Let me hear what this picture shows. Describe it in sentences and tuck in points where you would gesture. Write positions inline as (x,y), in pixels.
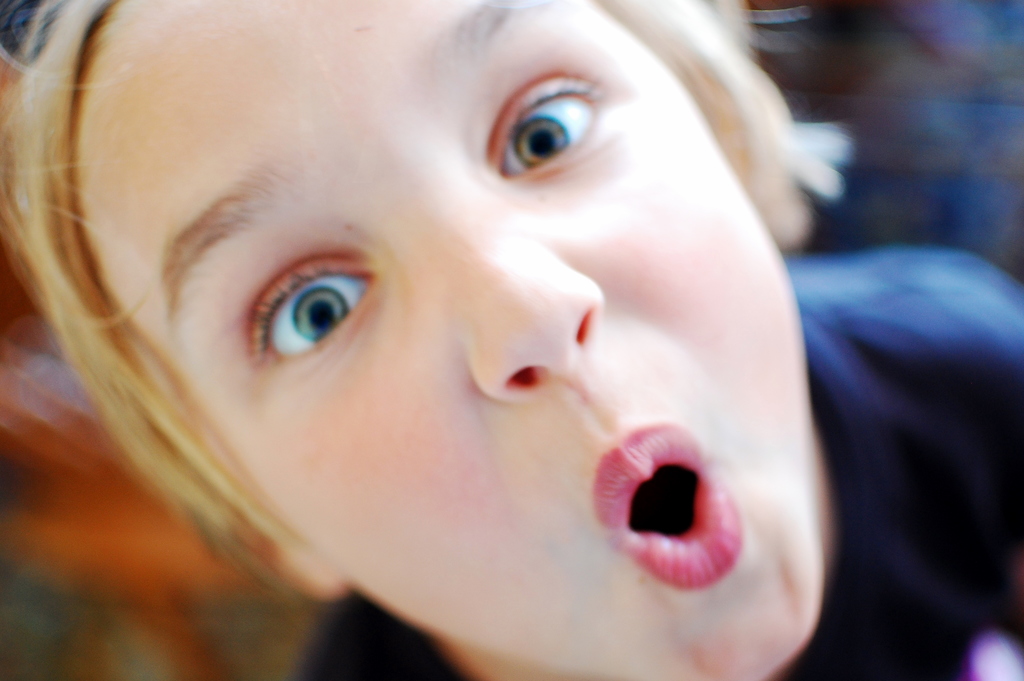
In this picture we can see a person (315,430) and behind the person (344,375) there is blurred background (979,44).
